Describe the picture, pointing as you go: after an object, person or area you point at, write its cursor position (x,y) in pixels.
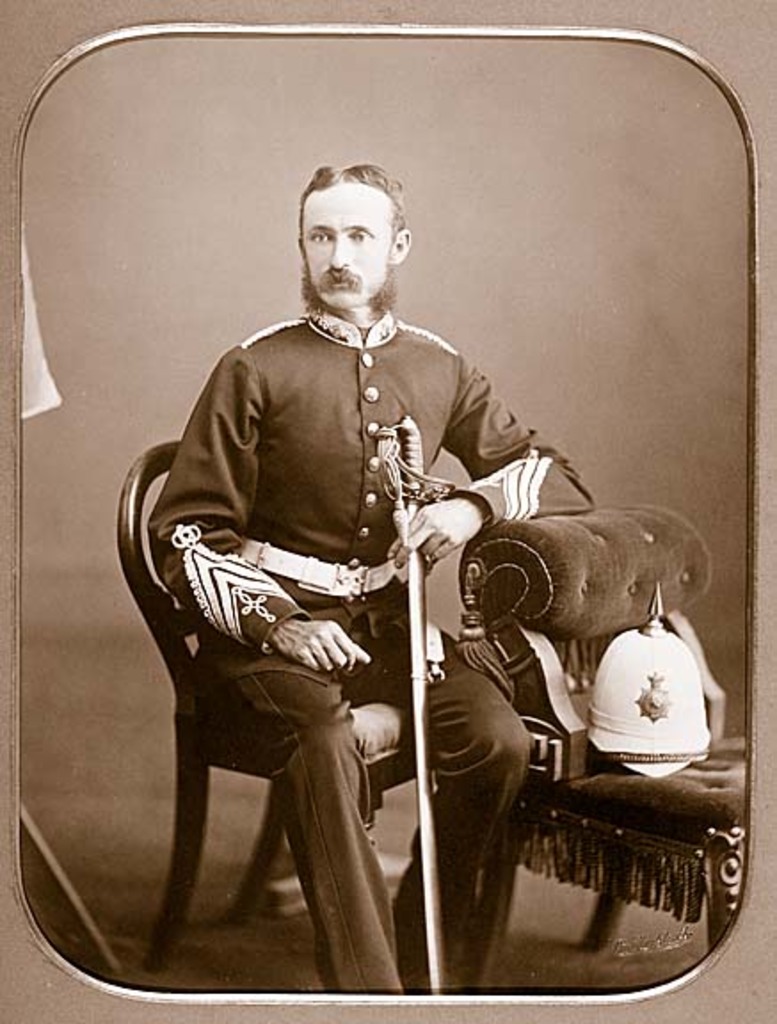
In this image there is a person (343,455) sitting in a chair (383,715) is holding a sword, in front of the person (421,549) there is a helmet (688,683) on a chair (577,610).
